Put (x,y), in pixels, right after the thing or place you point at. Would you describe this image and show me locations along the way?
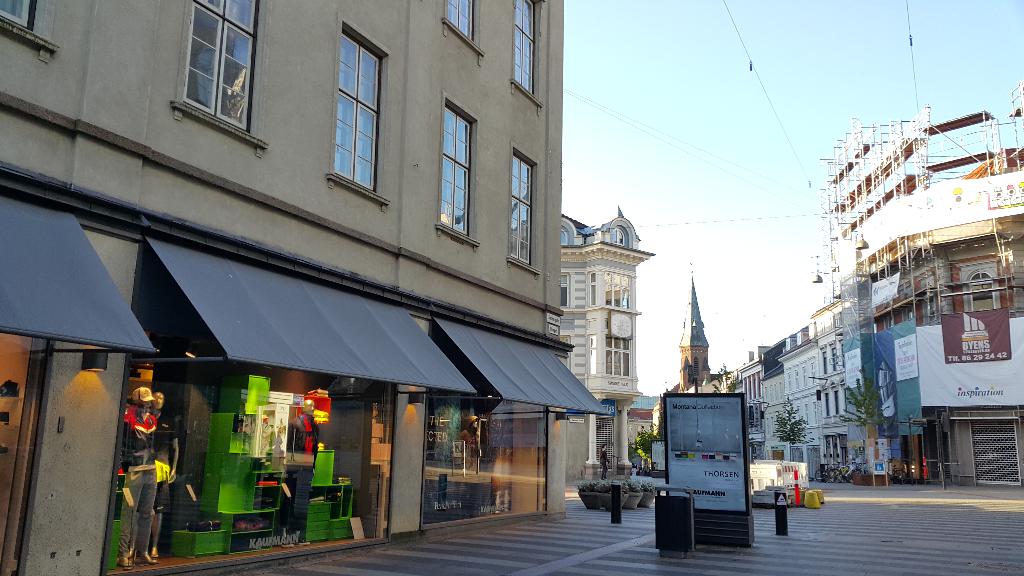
In this image I can see buildings (609,368), windows (616,352), boards (738,457), house plants (645,495) and trees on the road (851,499). On the top (627,81) I can see the blue sky (661,82) and wires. This image is taken during a day.
